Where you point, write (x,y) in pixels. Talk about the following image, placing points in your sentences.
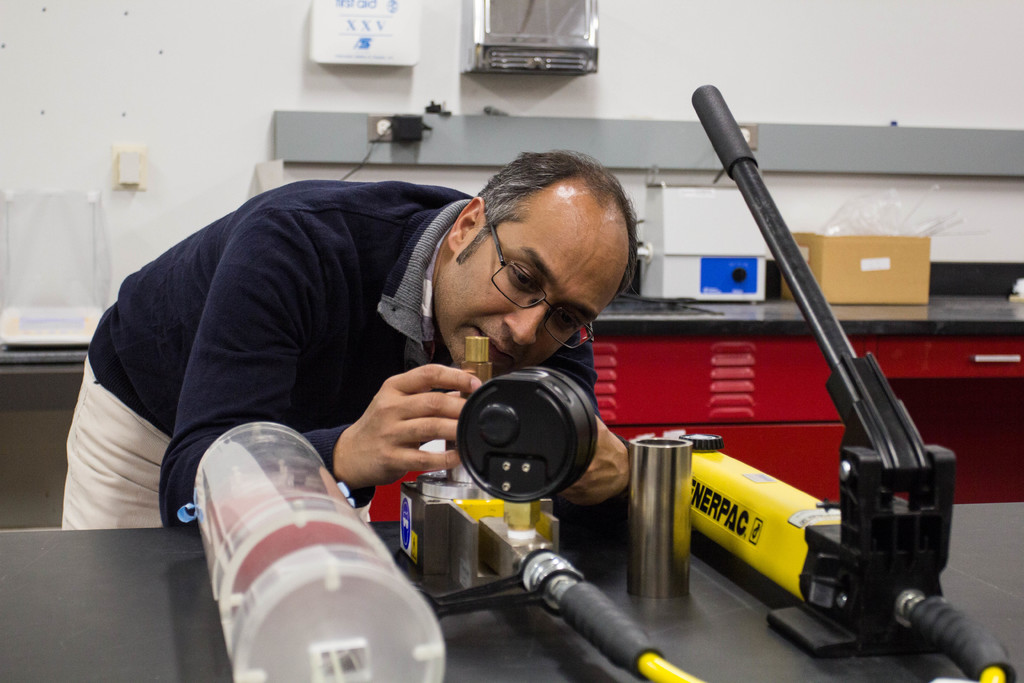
In this picture there is a man (272,307) standing and holding the object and there are objects (684,549) on the table (90,682). At the back (730,286) there is a cardboard box (919,275) and there is a device (733,273) on the table (655,311). There is a box (393,33) and there is a board (363,133) on the wall (336,108) and there is a switch board (389,129) on the wall (235,189).
